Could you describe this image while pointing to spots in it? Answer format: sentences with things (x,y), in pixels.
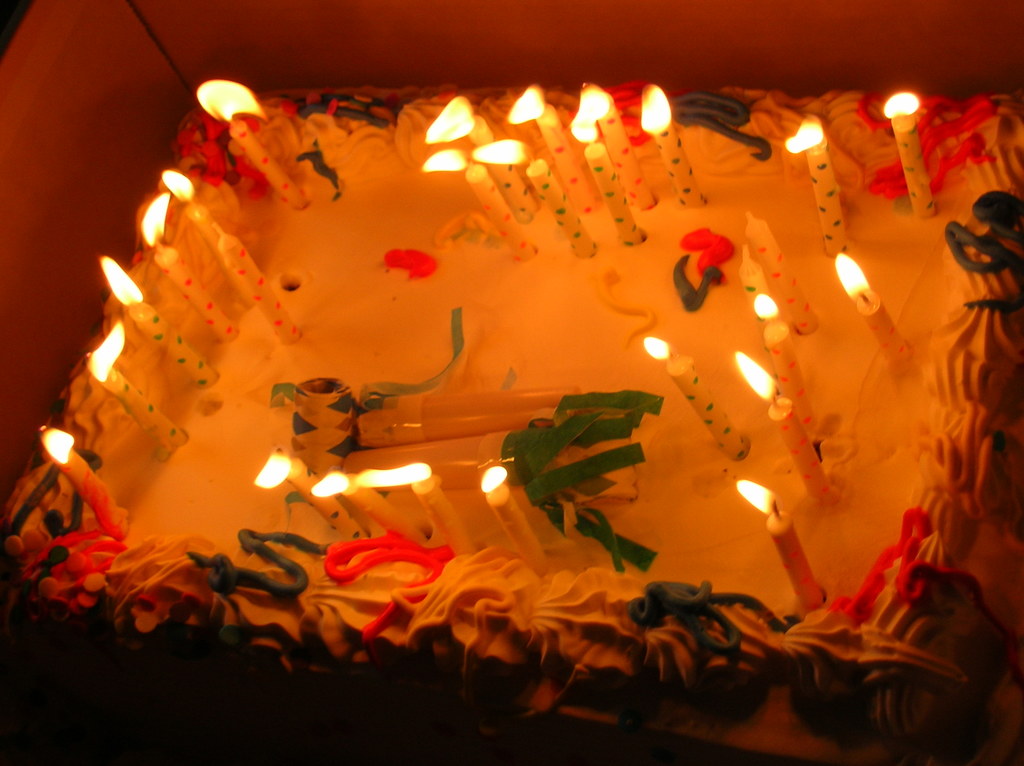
In this image I can see the cake (612,276) and I can see few candles (842,250) on the cake (423,329).
